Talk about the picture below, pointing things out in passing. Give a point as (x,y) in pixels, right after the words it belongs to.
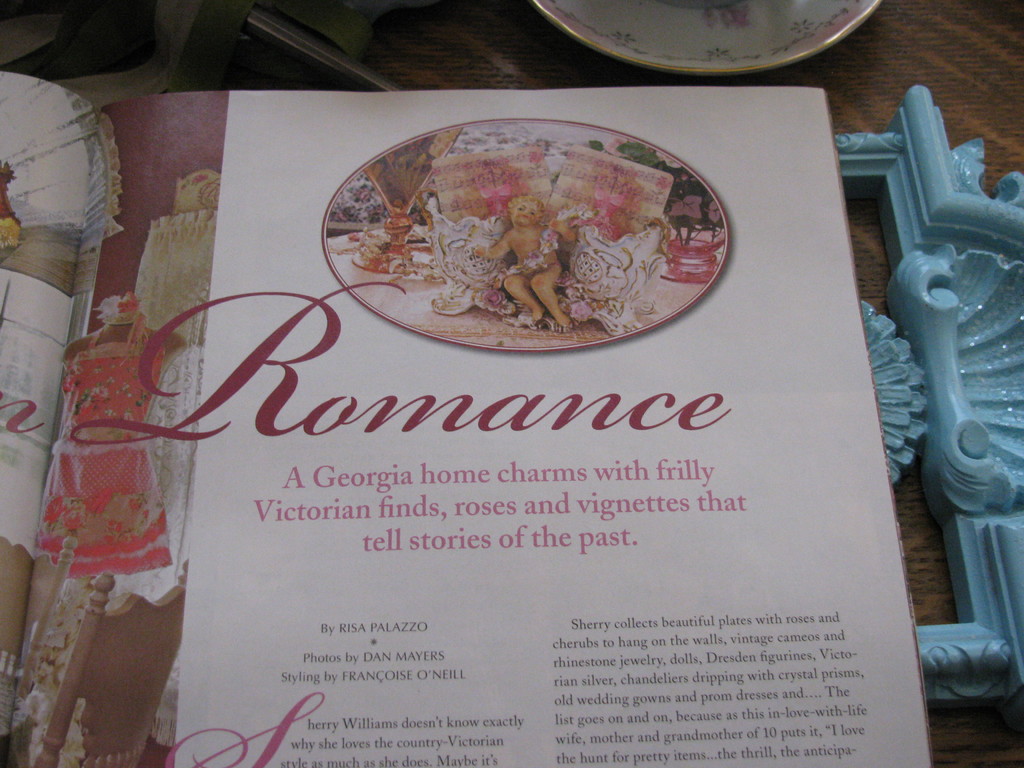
In this image I can see a white colour page (290,337) and on it I can see something is written. I can also see a blue colour thing (948,240) and a plate (593,48) in background (888,212).
